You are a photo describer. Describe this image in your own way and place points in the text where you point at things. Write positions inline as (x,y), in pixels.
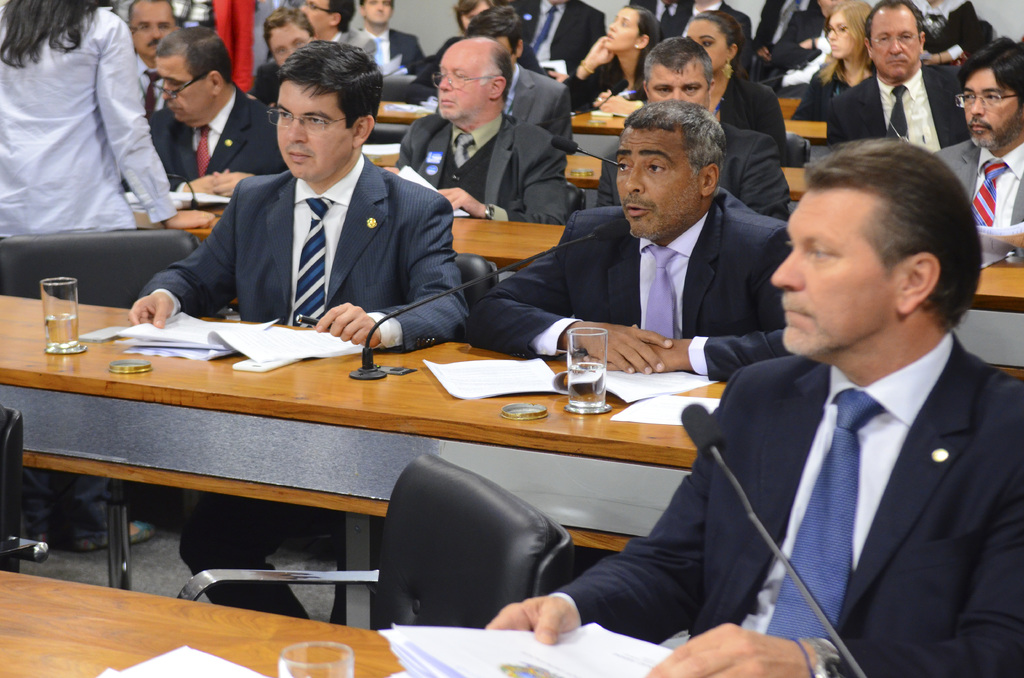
This image consists of many persons (26,165) they are wearing black suits (256,157). In the image, there are benches (122,613) on which we can see papers (529,670) and glasses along with the mics (369,357).
